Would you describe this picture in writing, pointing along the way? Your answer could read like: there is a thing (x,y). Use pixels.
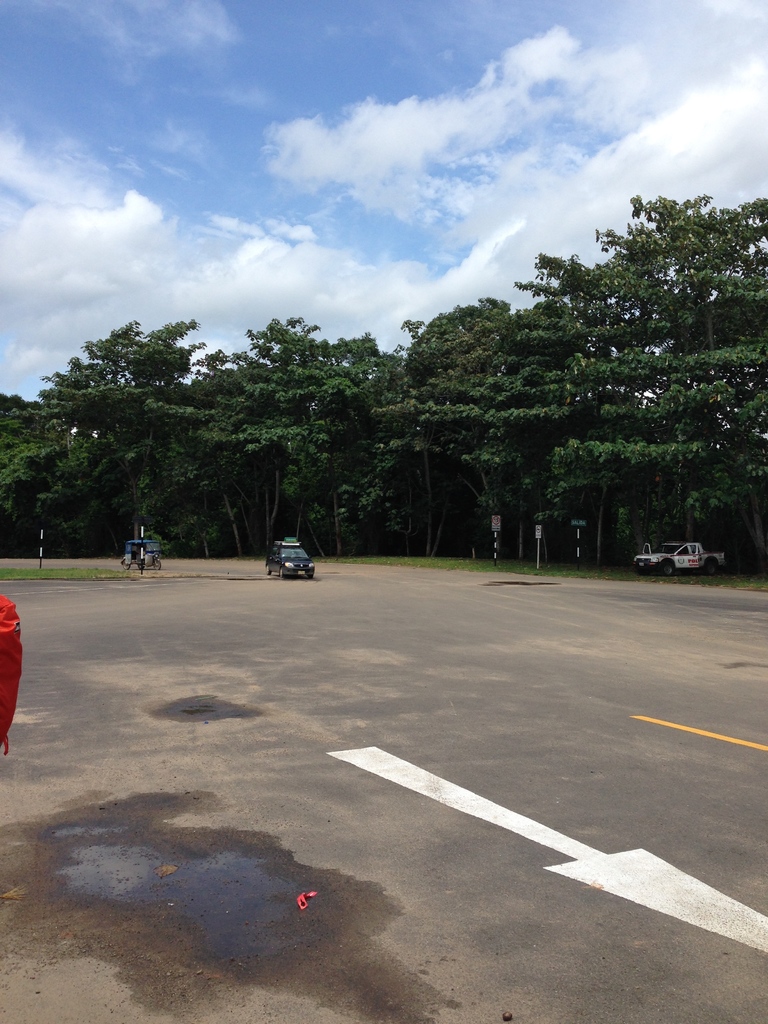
In this image we can see road (490,830), vehicles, boards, poles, and trees (394,439). In the background (462,298) there is sky (497,243) with clouds (5,312).
